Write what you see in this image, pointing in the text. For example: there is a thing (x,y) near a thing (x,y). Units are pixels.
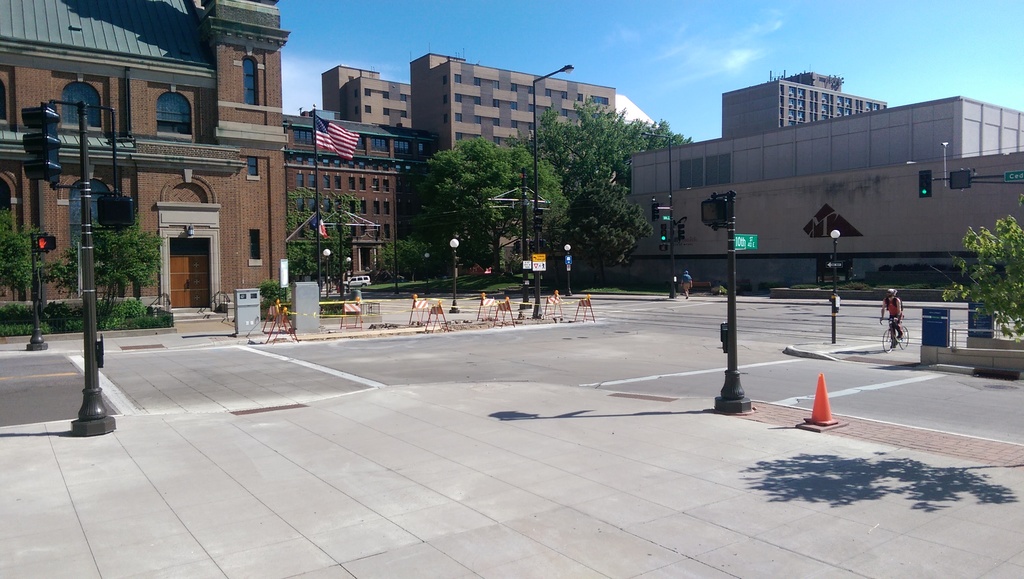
In this image we can see a group of buildings (522,110). We can also see a car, a person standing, some stands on the road (153,364), the traffic signals (44,179), a group of trees (447,261), the flag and some containers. On the right side (731,334) we can see a person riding bicycle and a street pole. We can also see the sky (531,69) which looks clear.
